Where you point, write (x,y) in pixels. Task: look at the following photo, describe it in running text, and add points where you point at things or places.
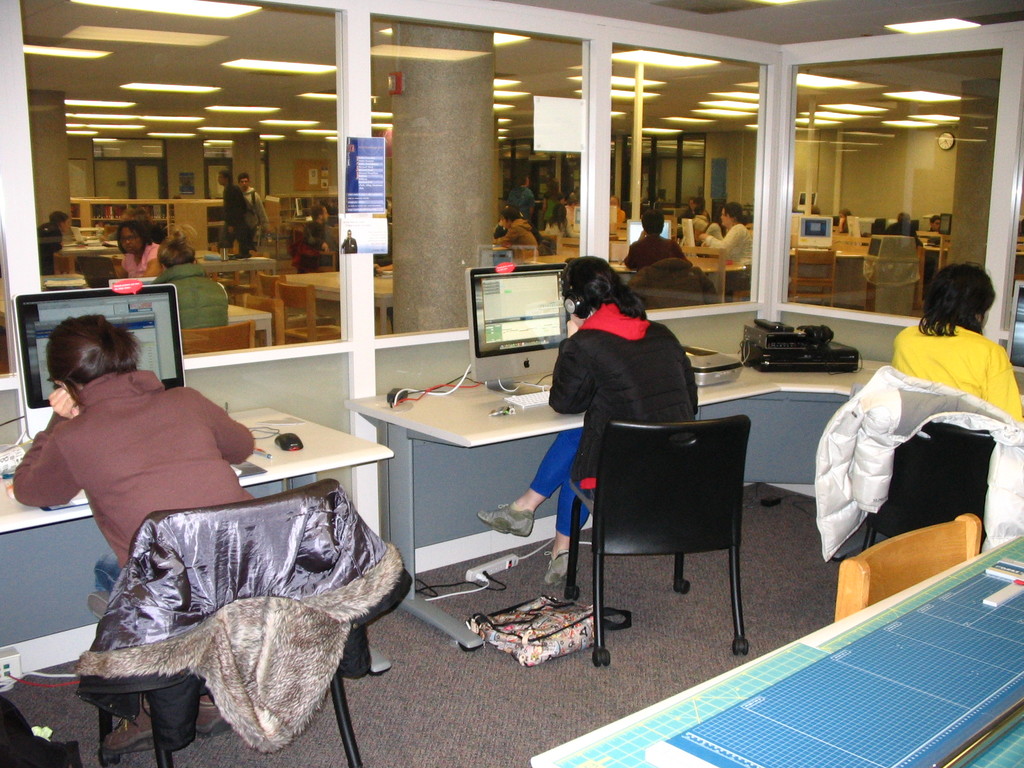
The image is inside the room (433,764). In the image there are group of people (685,393), in middle (608,412) there is a woman (605,399) sitting on chair (651,438) and looking into computer (552,322) which is placed on table (525,426). On table (502,423) we can see keyboard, monitor (494,330), wires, printer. On left side (193,425) there is another woman (187,438) sitting on chair (245,502) and looking into a monitor (172,318) in background (460,206) there are group of people (216,314) sitting on chairs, pillars (443,217) doors (144,173) which are closed and hoardings (377,172).
